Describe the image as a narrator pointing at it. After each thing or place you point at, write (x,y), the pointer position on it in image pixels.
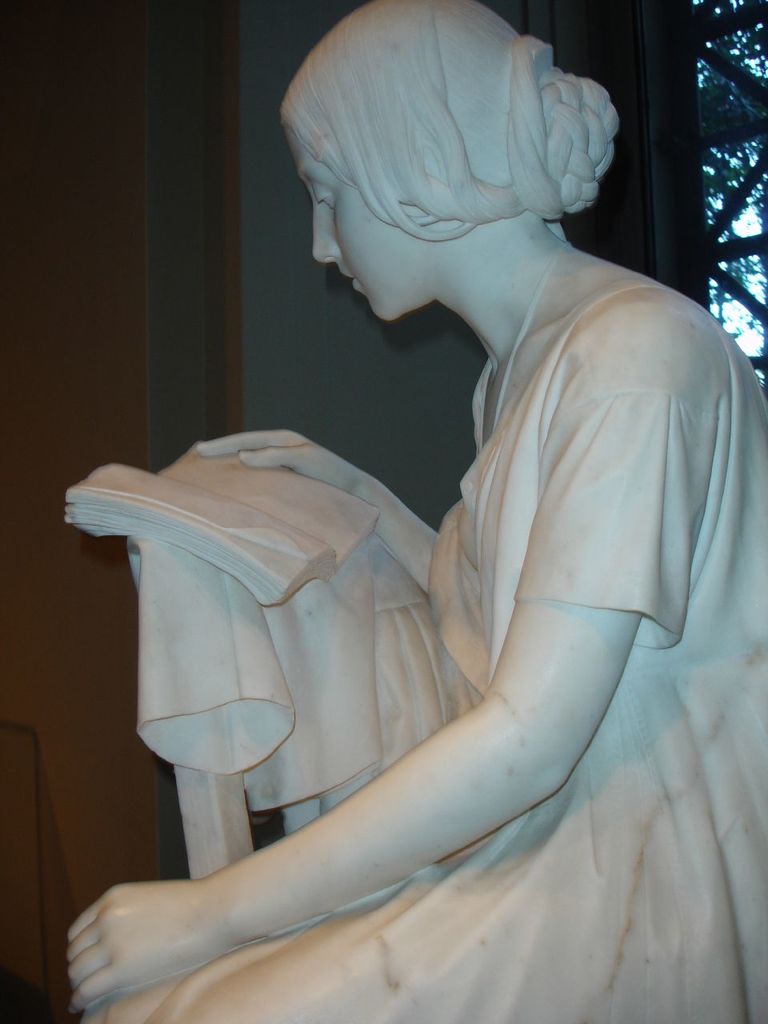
In this picture we can see a statue (518,422), in the background (748,254) we can find few trees (725,309).
